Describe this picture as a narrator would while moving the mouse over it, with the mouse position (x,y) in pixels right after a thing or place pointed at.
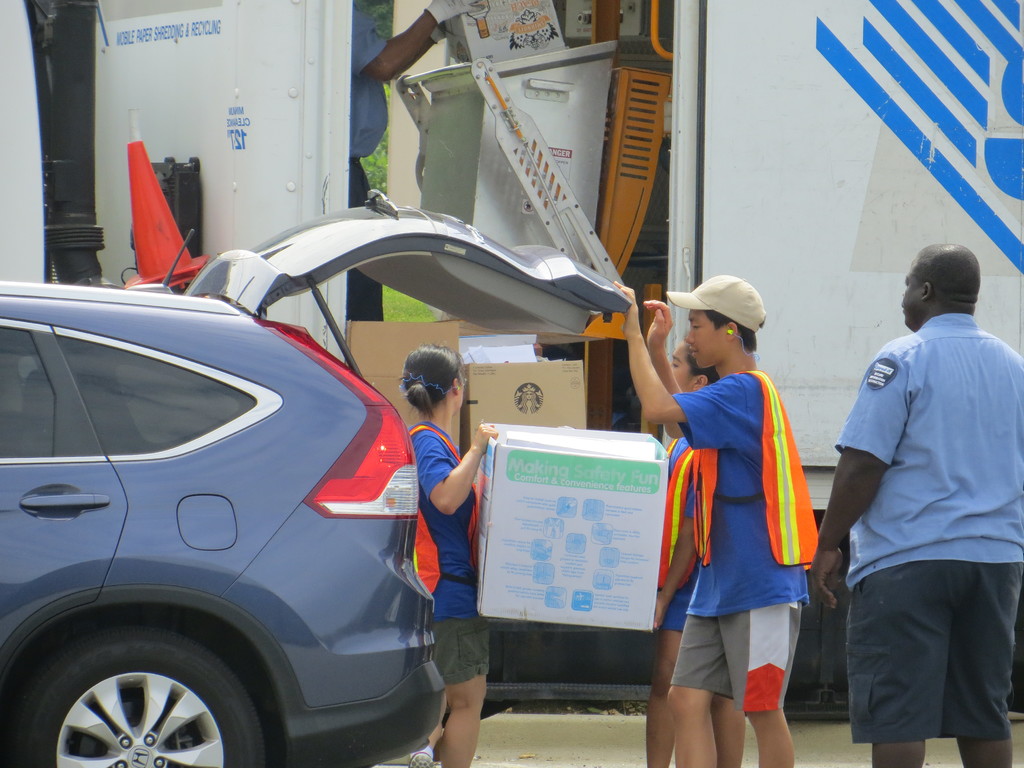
This image consists of five persons (936,484). On the left (90,525), we can see a car (87,541). In the background (89,178), it look like a truck (942,230). In which we can see a man (422,52) holding a box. In the front (553,501), we can see two women (482,442) holding a box (594,540). And a person (670,411) closing a car boot (608,293). At the bottom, there is a road (517,764).
